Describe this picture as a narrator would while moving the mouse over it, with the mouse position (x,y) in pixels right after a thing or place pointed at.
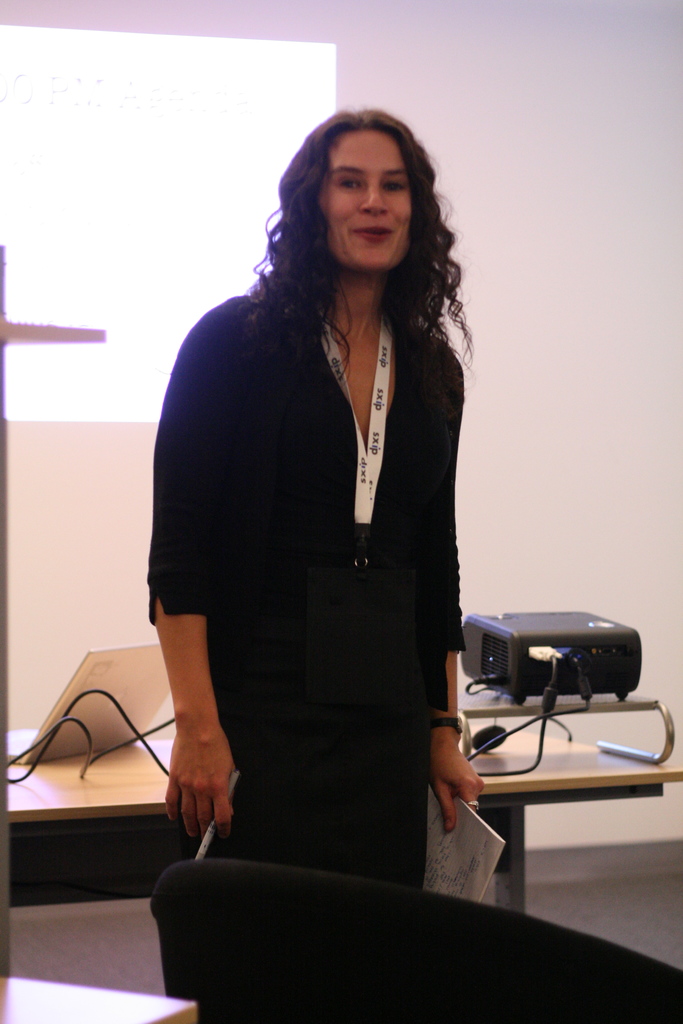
This picture is taken inside a room (581,483). There is a woman (362,714) standing and holding pen (211,829) and paper (468,868). She is dressed in black and she is wearing identity card (356,610). In front of her there is a chair (339,923). Behind her there is table (136,812) and on the table (77,786) there is laptop (78,749), cables (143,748) and projector (571,641). In the background (588,219) there is wall (571,267).
